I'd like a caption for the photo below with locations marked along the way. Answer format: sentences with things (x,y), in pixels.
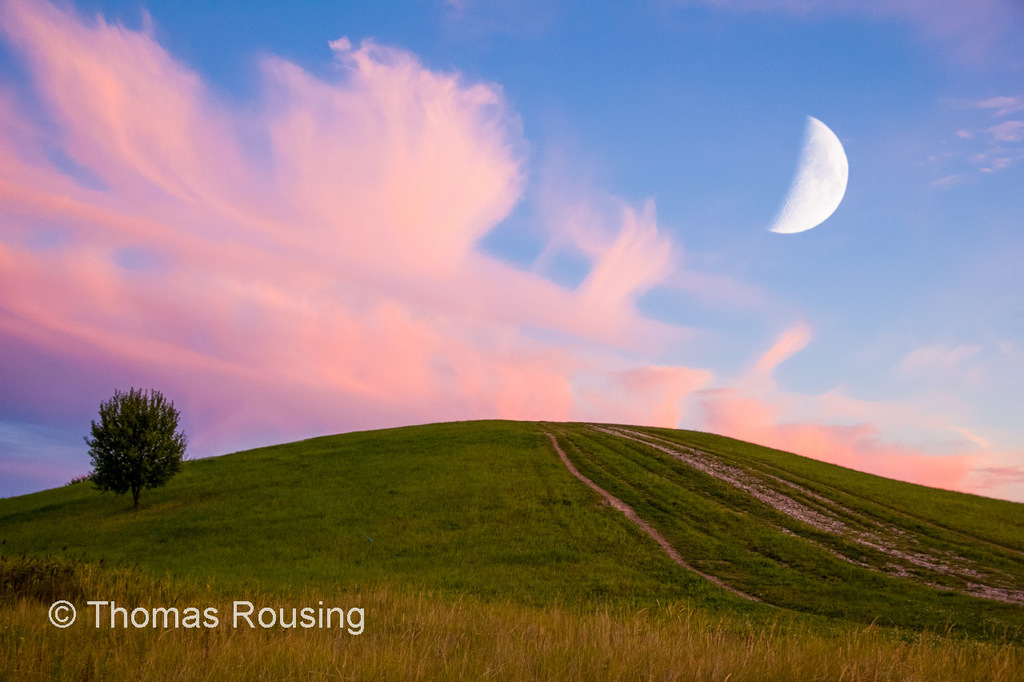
In this image, we can see a grass (445,523), tree (155,488). Top of the image (623,106), there is a sky (536,267) with moon (813,184). At the bottom of the image (188,609), we can see a watermark (211,610).
